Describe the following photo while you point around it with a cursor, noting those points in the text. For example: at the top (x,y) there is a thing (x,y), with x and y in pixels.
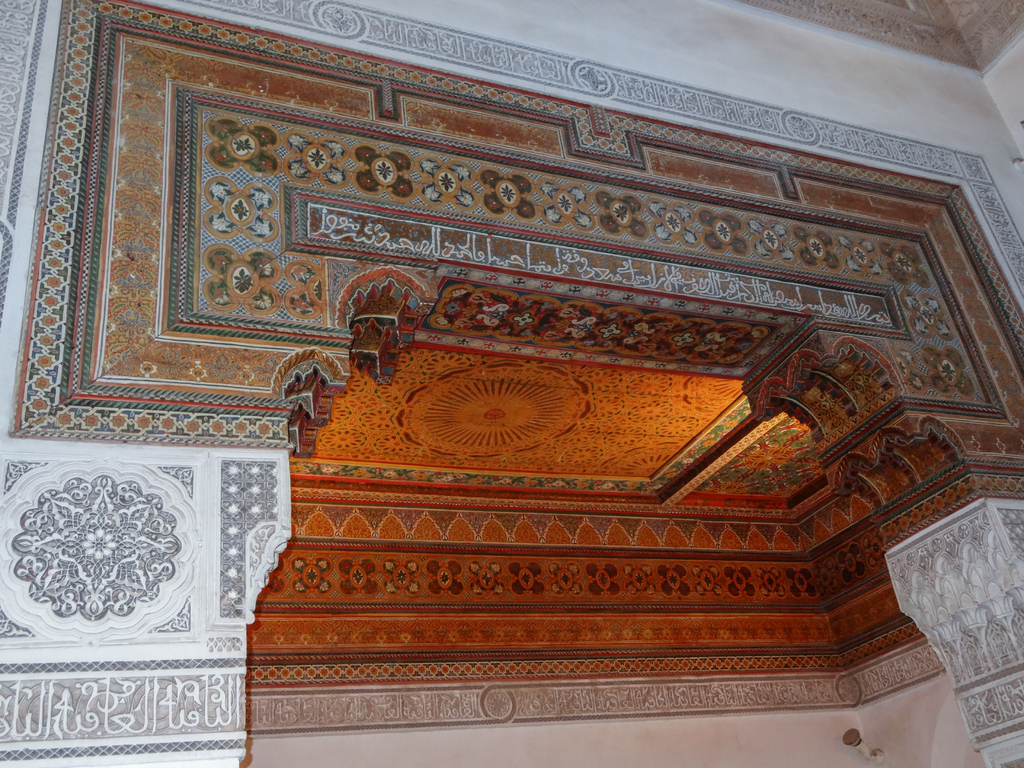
In this image there is a building (857,507) and also, on the wall (632,287) there is some text (410,236) which is in Arabic and there is a ceiling (584,442).
